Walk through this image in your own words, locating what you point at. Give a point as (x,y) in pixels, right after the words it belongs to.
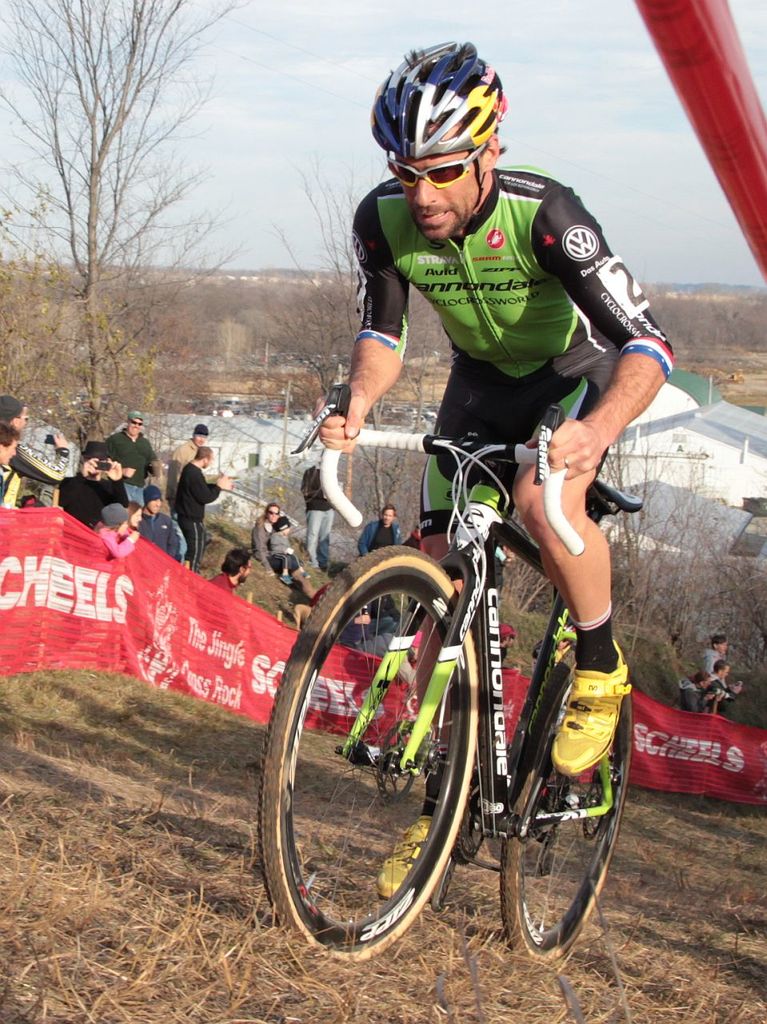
As we can see in the image there is a dry trees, sky (250,88), few people (285,541) sitting and standing over here and a man (414,152) riding bicycle (450,572).
